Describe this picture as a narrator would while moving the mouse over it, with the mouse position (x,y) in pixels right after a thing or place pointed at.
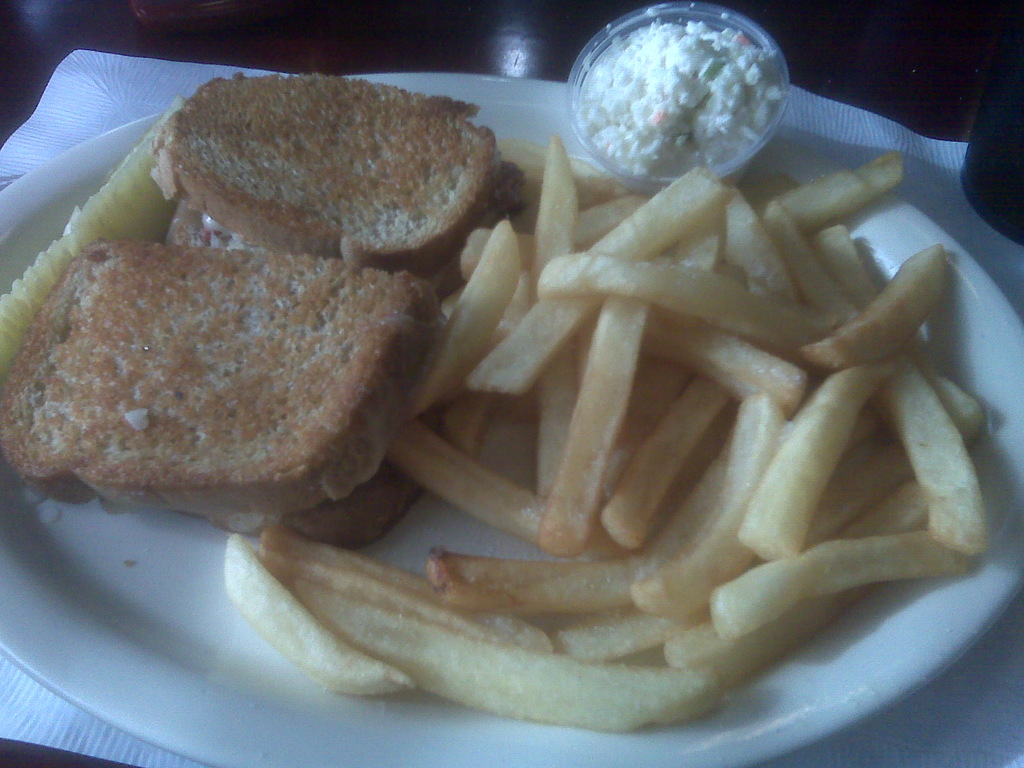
This image consists of food (471,358) which is on the plate (238,642) in the center (466,356).
